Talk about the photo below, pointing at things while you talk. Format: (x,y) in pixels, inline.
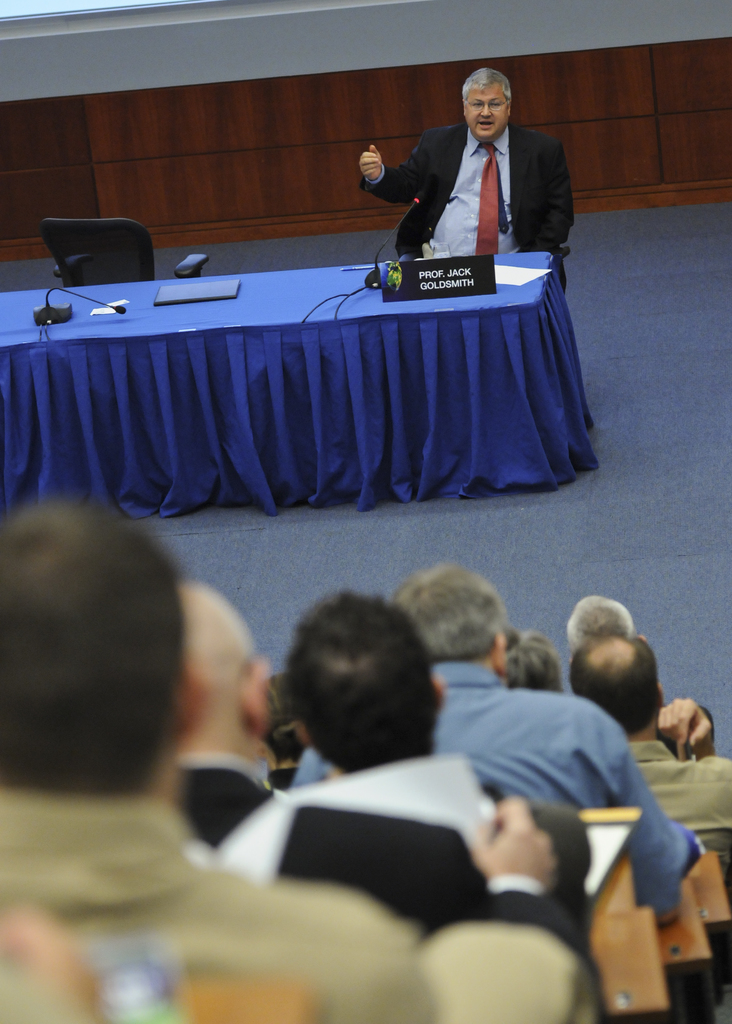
There are many persons (304,885) sitting. And a person (480,190) in white and a black coat (522,180) is sitting on a chair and talking. There is a another chair (124,232) near to him. In front of him there is a table (220,343) with a blue cloth (210,368). On the table (195,368) there are mics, name board (452,288), paper (497,274) and a laptop (172,288). In the background (254,72) there is a wall (297,50).
